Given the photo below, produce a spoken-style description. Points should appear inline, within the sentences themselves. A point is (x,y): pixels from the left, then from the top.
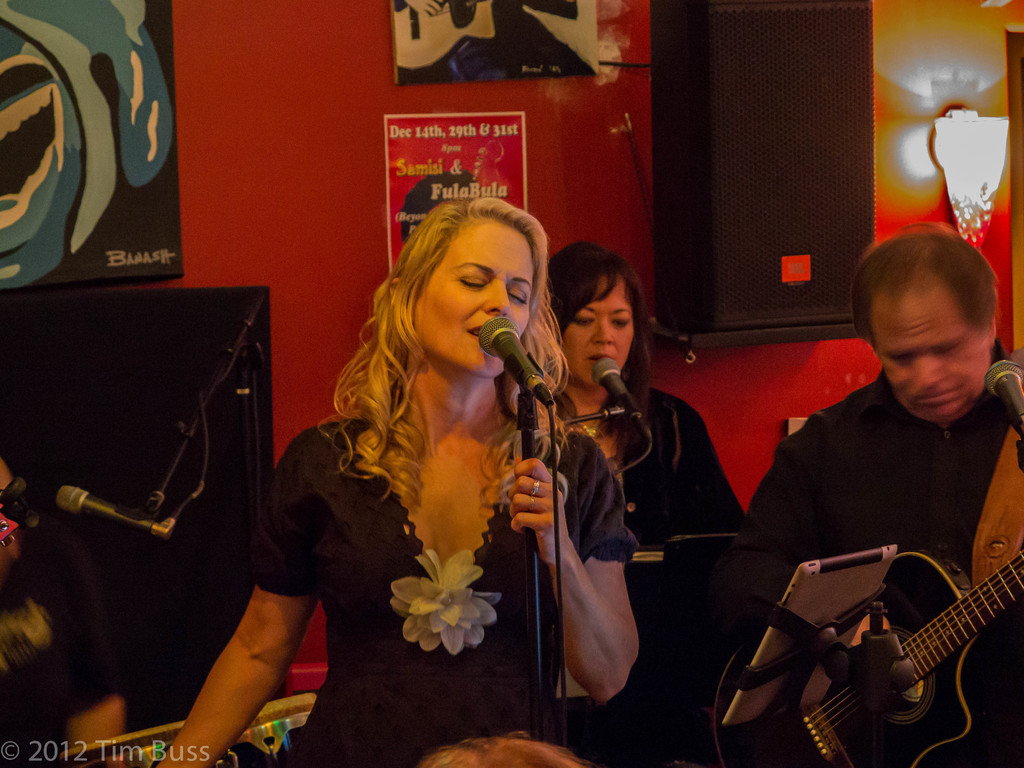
The picture is a band (430,681) performing. In the foreground (458,258) there is a woman (598,578) singing. On the right (762,600) a man (847,420) is playing guitar (957,641). In the background (614,338) a woman (625,473) is singing. There are many microphones (993,393). In the background (419,149) on the wall (290,108) there are many posters (480,150). On the top right (785,158) there is a speaker (756,193).
